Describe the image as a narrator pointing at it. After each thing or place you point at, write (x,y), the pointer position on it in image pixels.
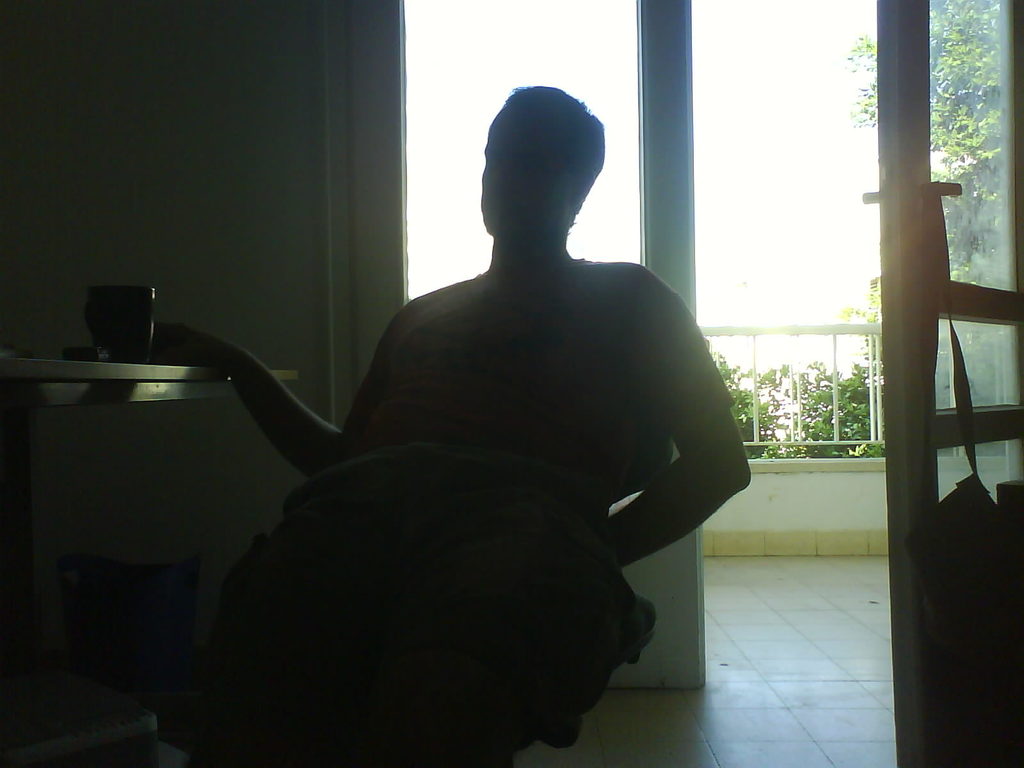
There is a person (584,459) sitting. Near to him there is a table (127,365). On that there is a cup (117,336). In the back (374,117) there are doors (925,188), railing (797,342) and trees (747,405).
